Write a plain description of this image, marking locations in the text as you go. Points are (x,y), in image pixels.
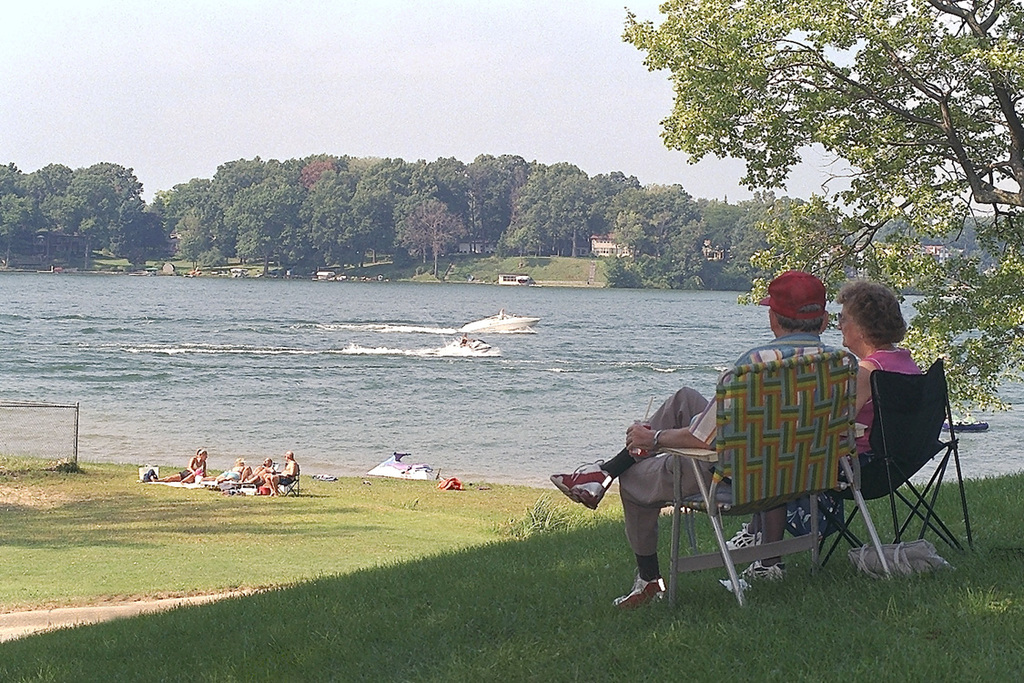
In this picture there is a old man (668,465) and a woman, sitting on the chair (797,412) and watching the river water (417,366). In the front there are two boats (477,343) in the water (477,361). Behind there are some trees (727,277). On the left side (160,483) there is a group of men and women (257,474) sitting on the green lawn (216,530) and enjoying the lunch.
